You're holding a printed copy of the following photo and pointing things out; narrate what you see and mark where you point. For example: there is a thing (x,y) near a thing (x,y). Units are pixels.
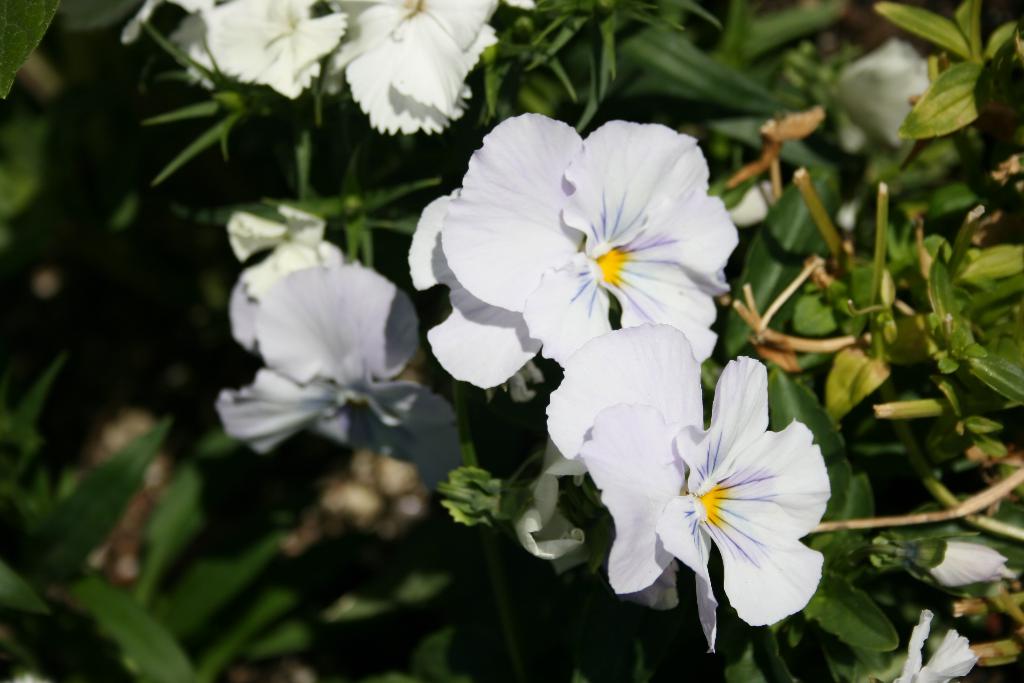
In this image I can see few white and yellow color flowers (657,207) and few green leaves (807,31). Background (14,185) is blurred.
